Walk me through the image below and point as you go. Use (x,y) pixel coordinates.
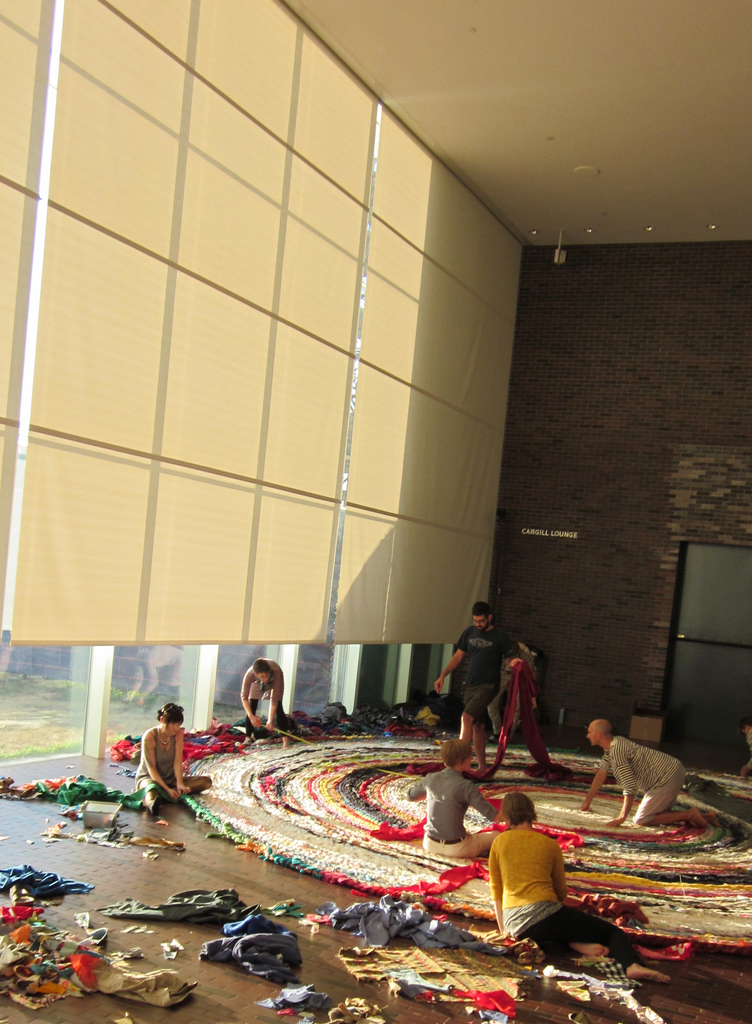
In this image I can see group of people (636,975), some are sitting and some are walking and I can see few clothes (92,964) in multi color, I can also see the window blind (107,489), few glass walls (58,676). Background (616,604) the wall (621,546) is in brown color.
